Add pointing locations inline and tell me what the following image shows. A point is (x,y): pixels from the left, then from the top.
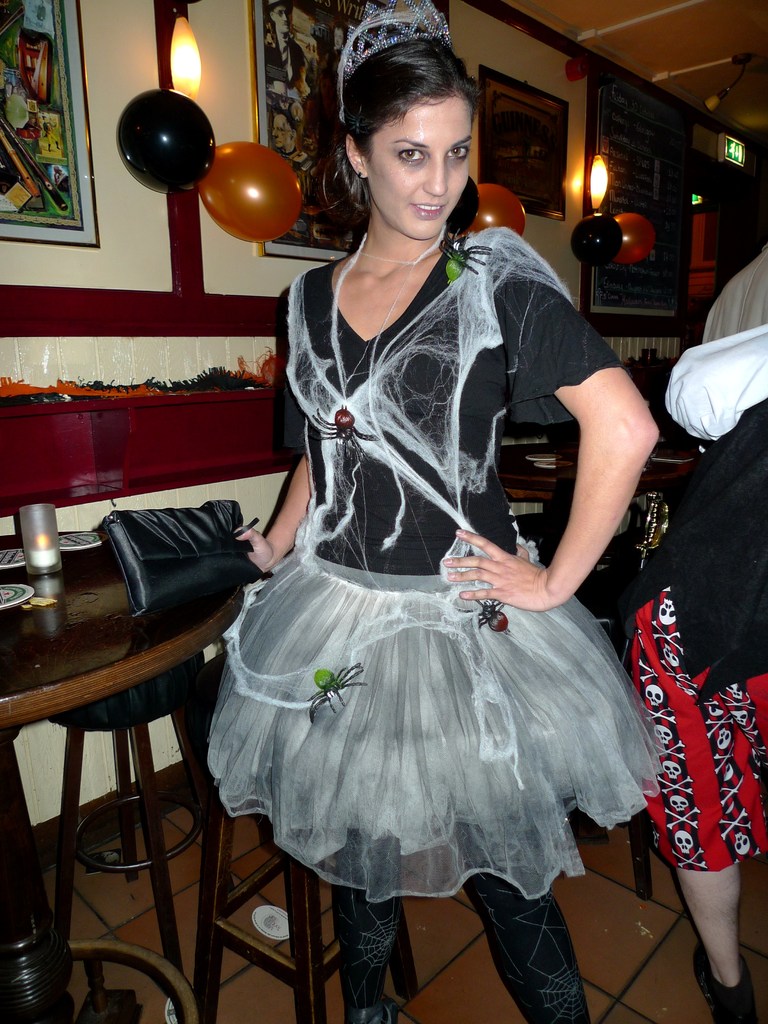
In this picture these persons (494,543) standing. This is floor (606,890). We can see table (13,890) and chairs (127,839). On the table (66,600) we can see bag (127,556), cup (50,562). On the background (127,219) we can see wall (146,210), posters (55,124), light (183,30), balloons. This person (469,237) holding wallet (141,536).
